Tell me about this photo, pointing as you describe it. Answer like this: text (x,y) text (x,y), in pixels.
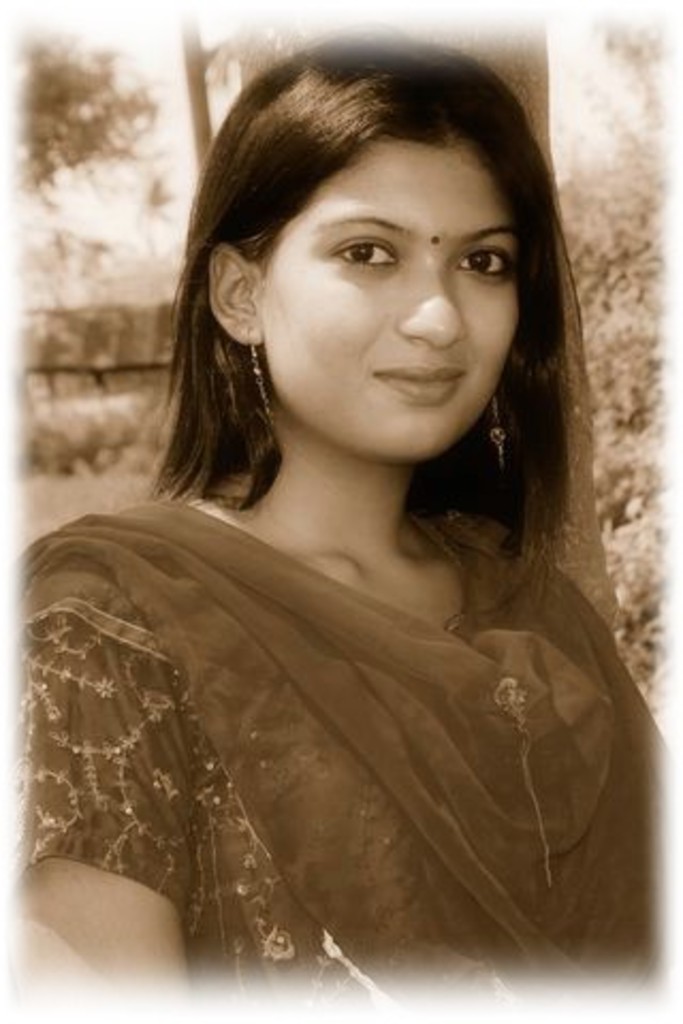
This is a black and white picture and in this picture we can see a woman (552,586) smiling and in the background (56,178) we can see trees (630,325).
